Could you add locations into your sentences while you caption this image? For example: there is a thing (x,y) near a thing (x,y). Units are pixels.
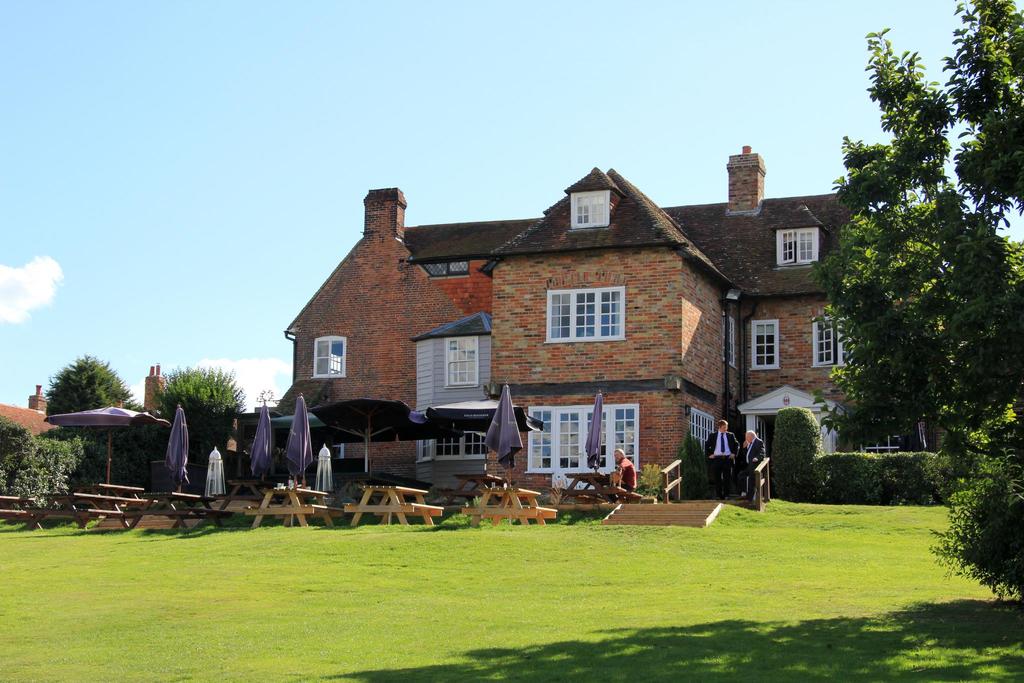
In this picture I can see the grass (13,642) in front (19,669) and in the middle of this picture (380,435) I can see few benches (460,495) and few umbrellas (337,417). I can also see many plants (150,451) and bushes (783,467). In the background (717,439) I can see a building (631,423), few people (746,480) and I can see the clear sky (520,123).
